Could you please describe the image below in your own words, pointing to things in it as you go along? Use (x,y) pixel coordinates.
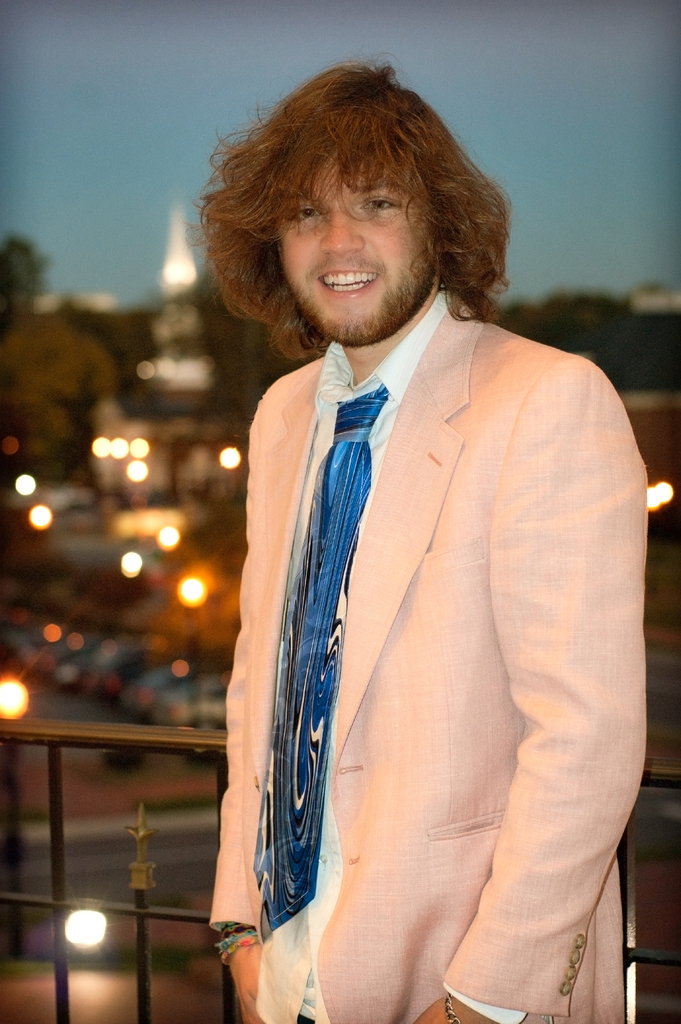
In the picture we can see a person (346,535) wearing suit (371,556) standing and posing for a photograph and in the background (103,442) image is blur.
